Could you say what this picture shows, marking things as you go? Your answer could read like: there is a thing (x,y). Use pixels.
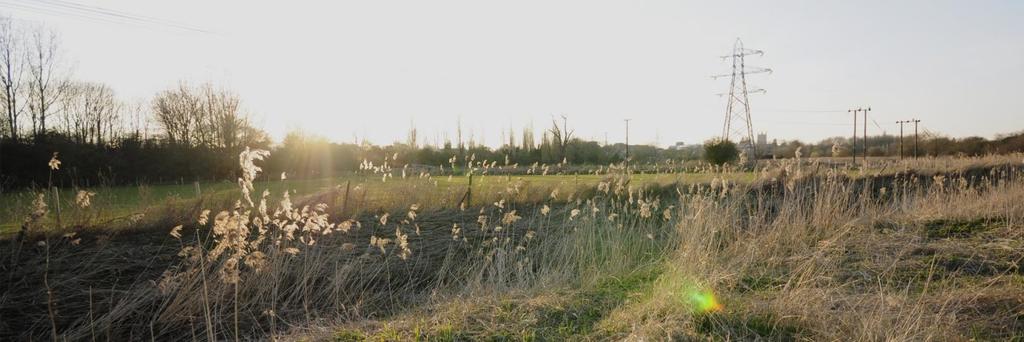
At the bottom of the picture (570,264), we see the grass (710,276). In the background (626,143), there are electric poles (900,121) and wires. There are trees (291,146) in the background (266,135). At the top of the picture (292,79), we see the sky (492,101) and the sun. It is a sunny day.
